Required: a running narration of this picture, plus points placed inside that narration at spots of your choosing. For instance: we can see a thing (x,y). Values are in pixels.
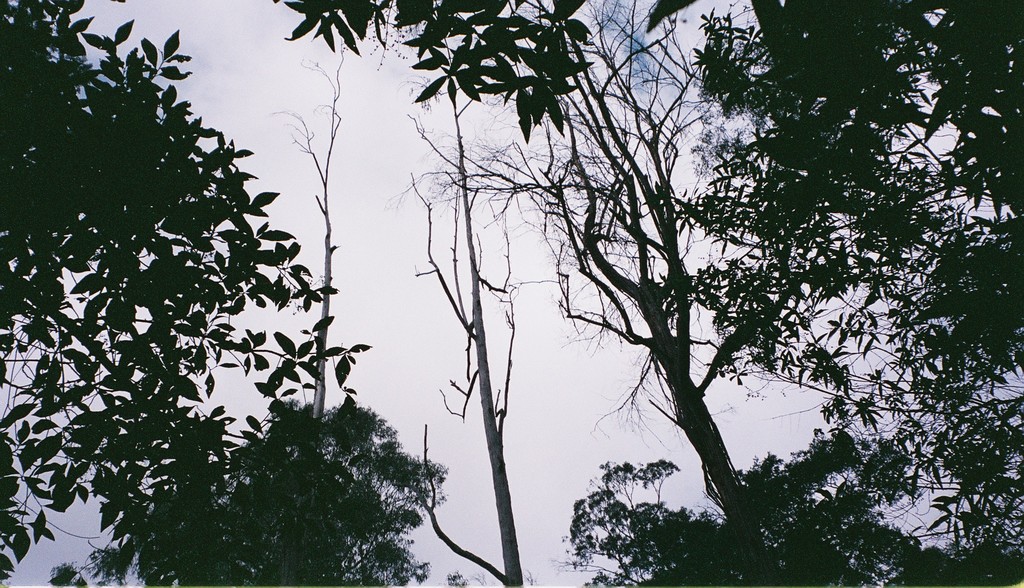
There are trees (963,325). In the background (490,303), there are clouds (589,451) in the sky (105,534).
